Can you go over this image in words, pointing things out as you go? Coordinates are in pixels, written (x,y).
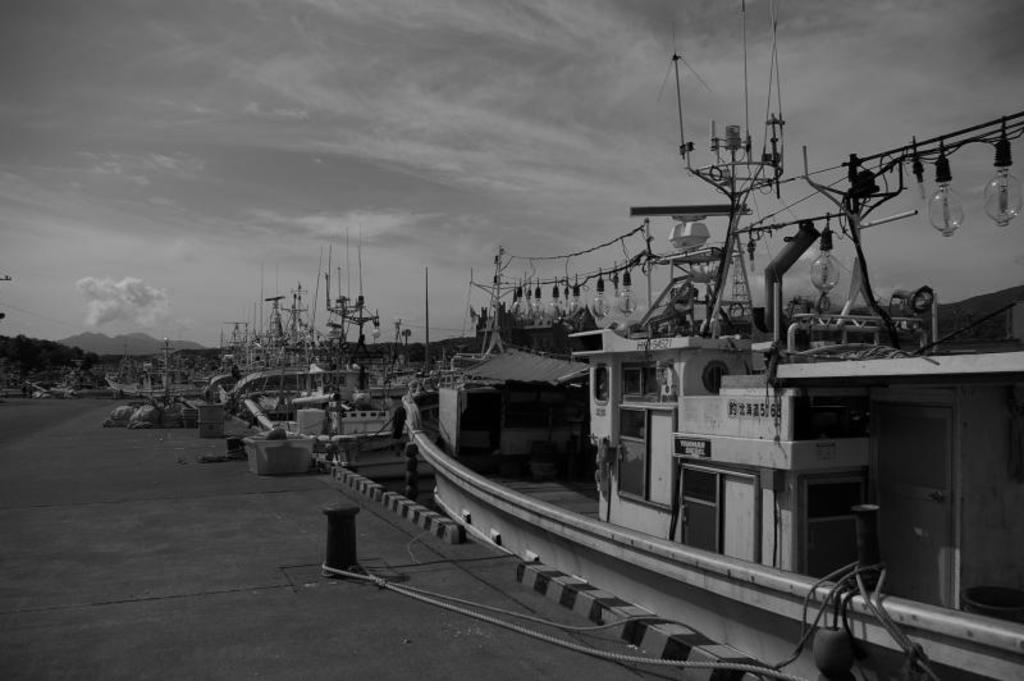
In the picture I can see boats (609,471), poles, ropes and some other on the ground (238,521). In the background (216,249) I can see the sky (225,217) and mountains (144,339). This picture is black and white in color.
